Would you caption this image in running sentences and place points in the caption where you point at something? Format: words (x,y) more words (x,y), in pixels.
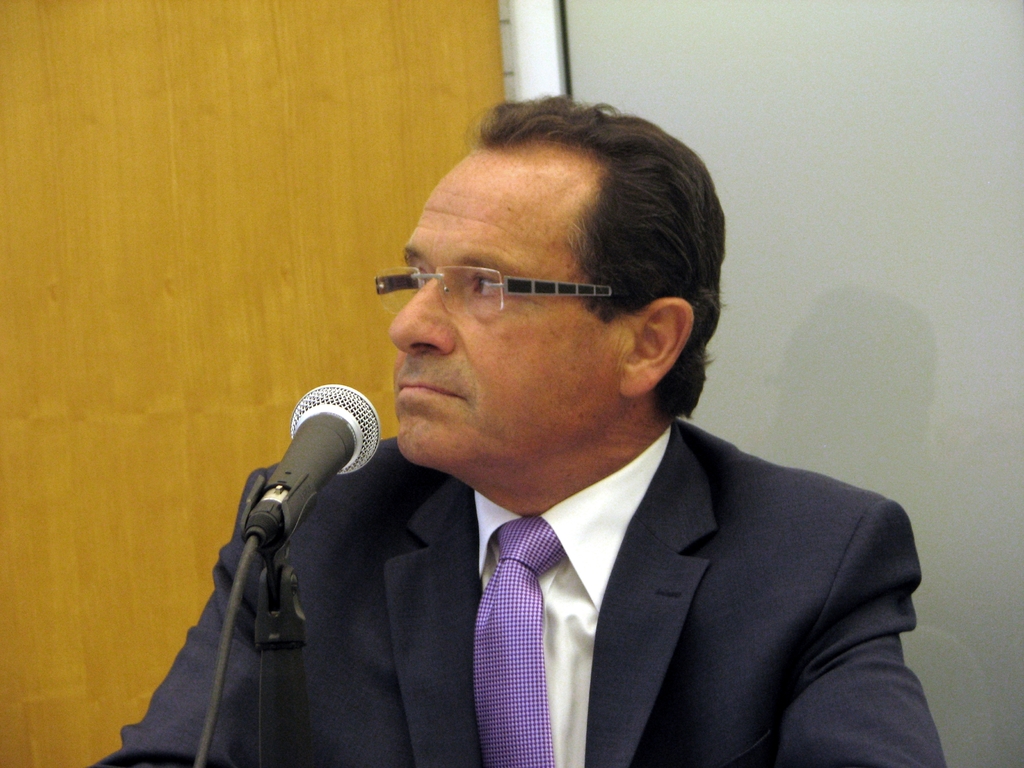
This image consists of a man (453,656) wearing a suit (708,699) and a tie (509,630). In front of him, there is a mic (312,426). In the background (509,83), we can see a door (88,133) and a wall (690,122).
